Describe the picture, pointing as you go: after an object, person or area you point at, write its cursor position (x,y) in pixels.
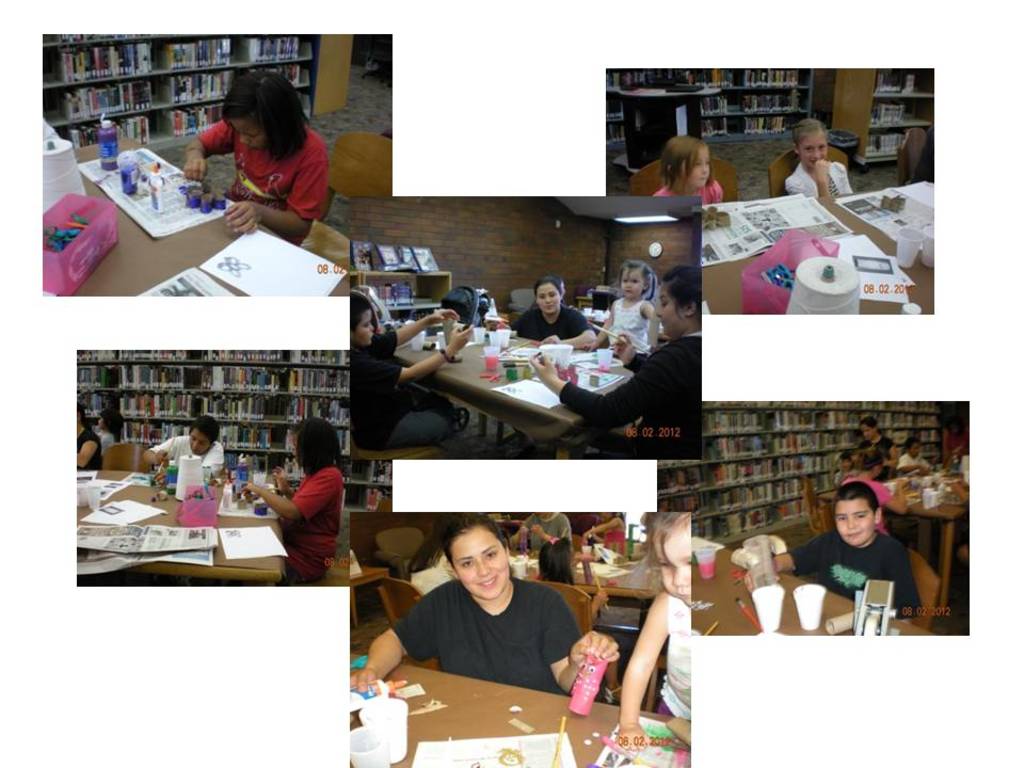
here are 6 images. at the left top (178,187) image a person (248,188) is wearing a red t shirt (286,185) sitting on the chair (349,172) and on the table (170,249) there are papers (154,222). below that image there are 2 persons (298,495) sitting. on the table (174,524) there are papers (134,522). behind them there are bookshelves (304,386). in the center (570,334) there are people (628,348) sitting around the table (500,383) on which there are glasses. below that there is a person (524,642) wearing black t shirt (526,636). at the right top (831,170) there are 2 people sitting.
